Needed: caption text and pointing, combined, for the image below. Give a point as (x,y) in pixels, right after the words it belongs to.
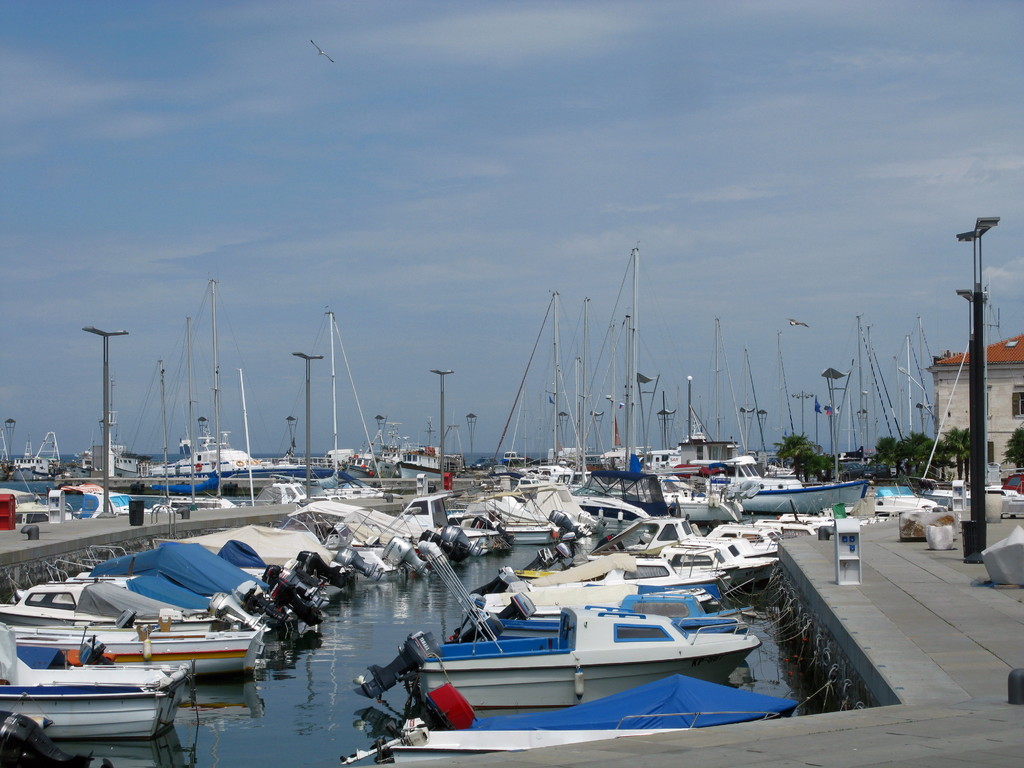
In this picture we can see boats (514,737) on water (349,691), platform (949,677), poles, trees (876,448), house (963,400) with windows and in the background (384,318) we can see the sky (569,199) with clouds (406,199).
